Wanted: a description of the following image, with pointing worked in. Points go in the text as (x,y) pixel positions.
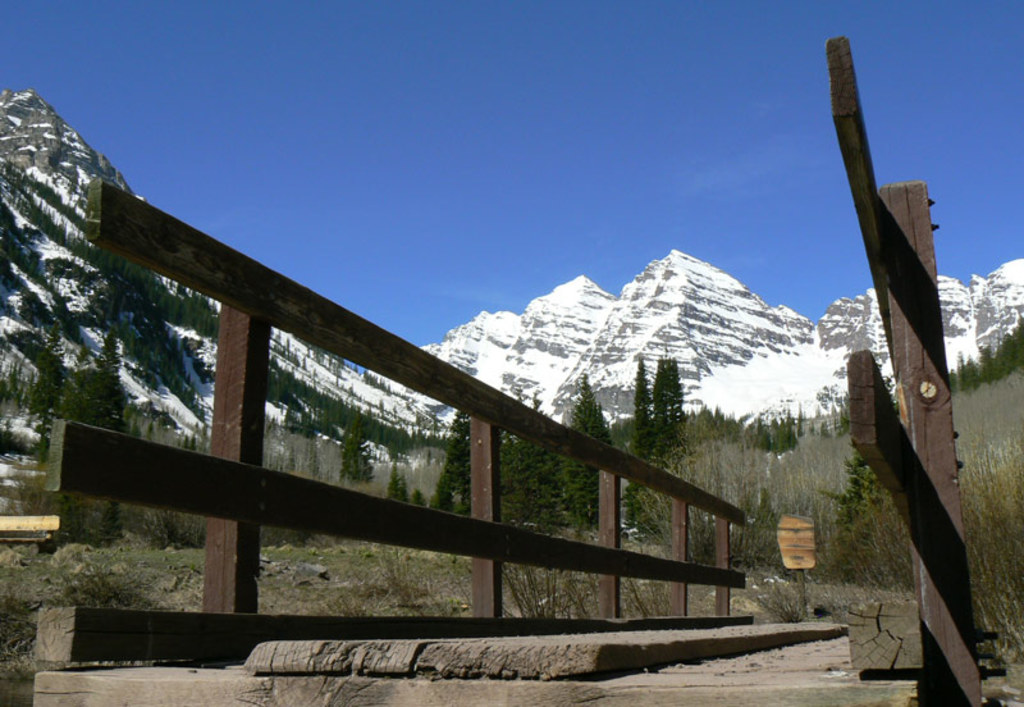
This picture shows wooden bridge (555,440) and we see trees (658,442), plants (848,498) and grass (440,598) on the ground (432,610) and we see a blue sky (579,161) and hills (1015,316).
